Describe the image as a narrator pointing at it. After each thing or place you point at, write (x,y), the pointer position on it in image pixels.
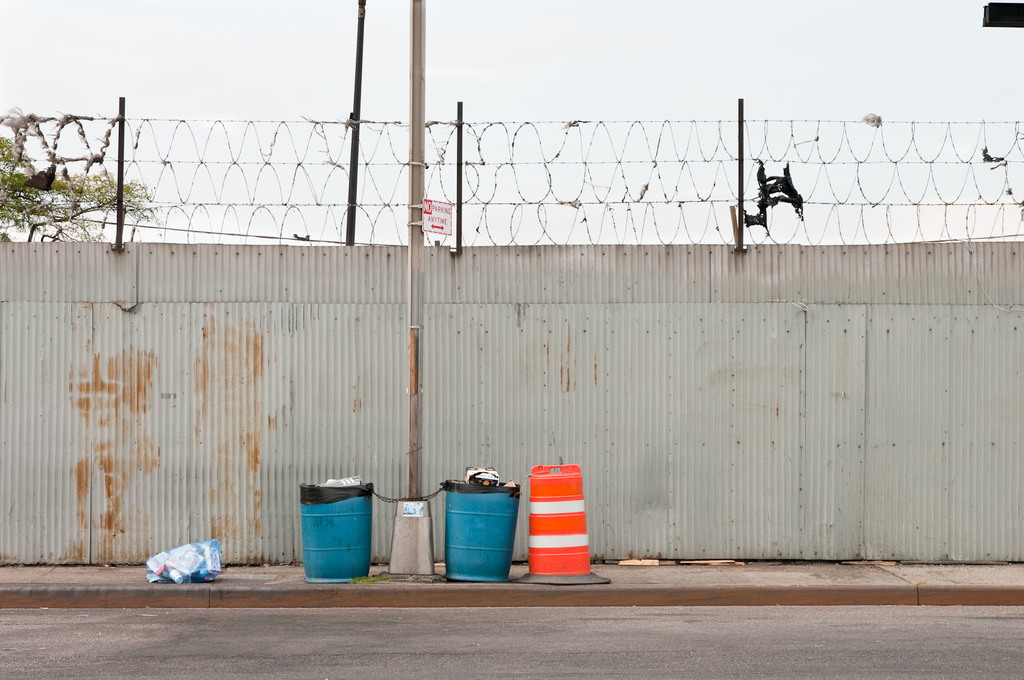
In this image we can see a two dustbins (467,514), a cone (587,530) and a bag (207,553) on the pavement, there we can see a pole (423,295) with a board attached to it, there we can see a fence (792,391), poles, a tree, an object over the fence (640,405) and the sky (978,126).
